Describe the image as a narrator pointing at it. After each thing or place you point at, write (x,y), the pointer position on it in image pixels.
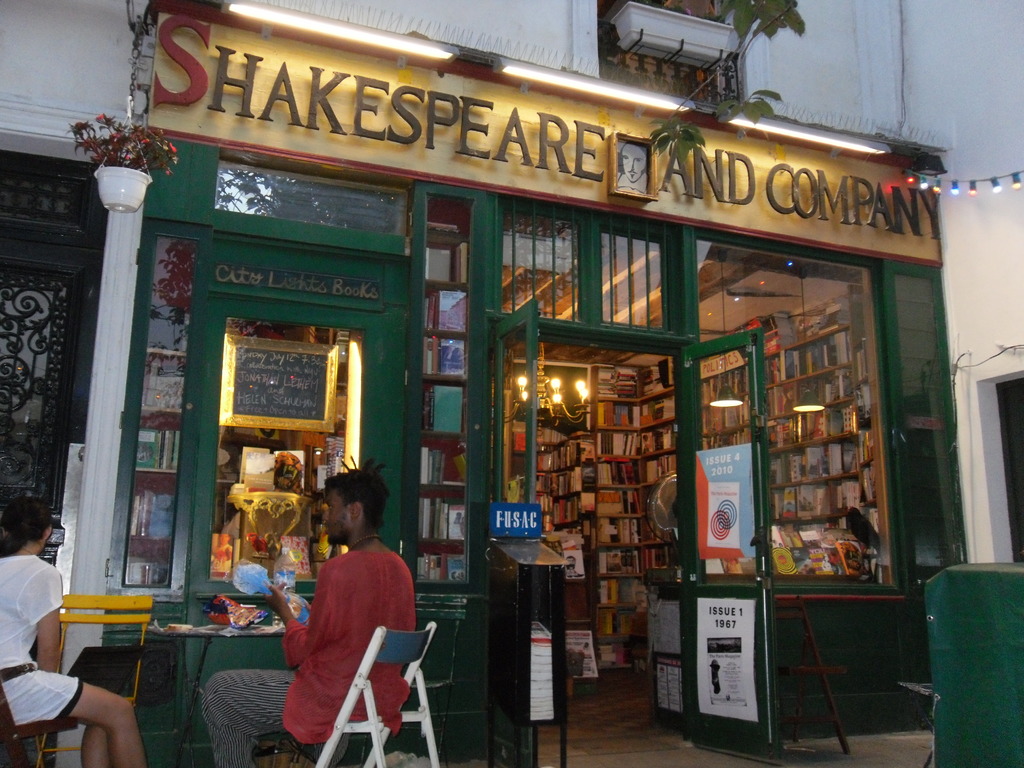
This is the picture taken in the outdoor, there are two persons (261,717) sitting on chairs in front of the people (294,657) there is a table (201,628) on the table (222,630) there are some items (212,618). There is a shop (516,470), in the shop (552,441) there are shelves (616,428) in shelves (616,455) there are lot of books (647,440), glass windows (798,463). To the door (703,574) there are some posters (706,494). Top of the shop (461,284) there are some plants (118,166).
